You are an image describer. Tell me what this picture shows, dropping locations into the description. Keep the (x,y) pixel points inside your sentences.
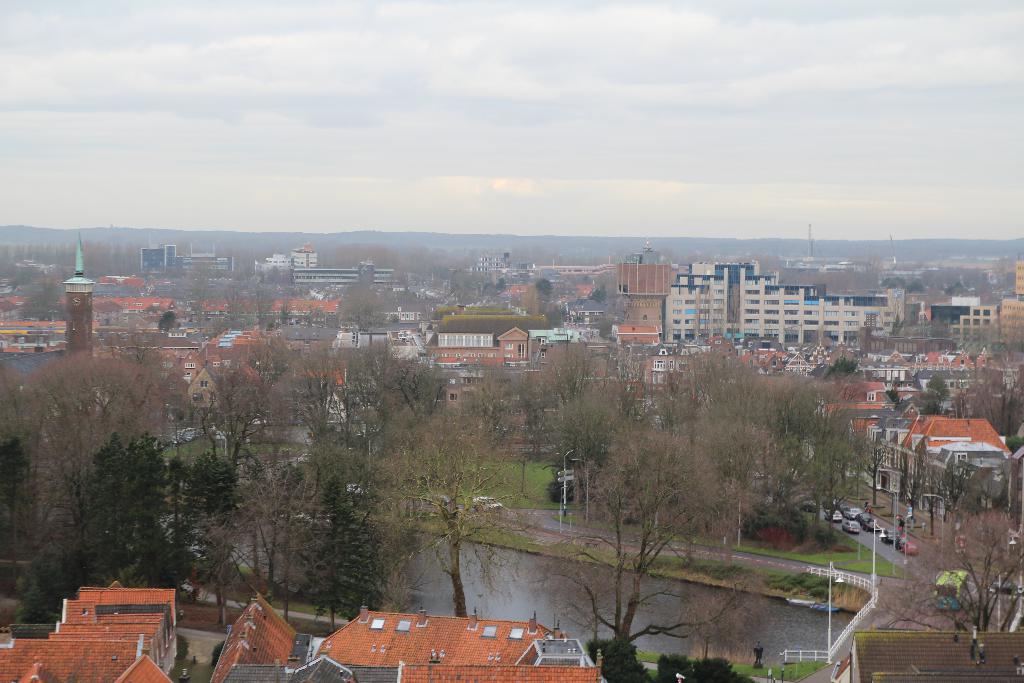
In this picture we can see the top view of a city (446,673) with many buildings (458,670), houses (267,657), trees (499,467) and vehicles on the roads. The sky (643,97) is cloudy.
